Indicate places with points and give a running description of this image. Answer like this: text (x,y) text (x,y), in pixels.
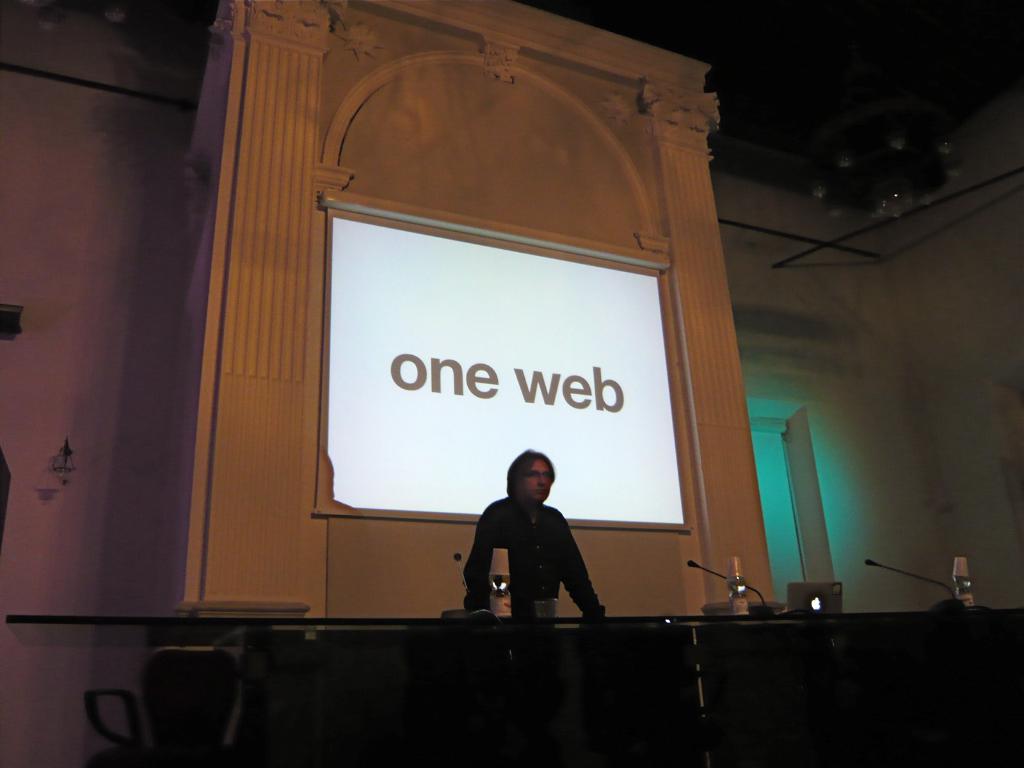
In this image, we can see a person (512,564) is standing near the desk (462,664). So many things (874,563), microphones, laptop (808,609), few objects (549,602) are placed on the desk (549,646). Background (294,575) we can see a wall (276,511), screen (389,443). Top of the image (861,253), we can see few rods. Here we can see chandelier (898,211) and chair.
